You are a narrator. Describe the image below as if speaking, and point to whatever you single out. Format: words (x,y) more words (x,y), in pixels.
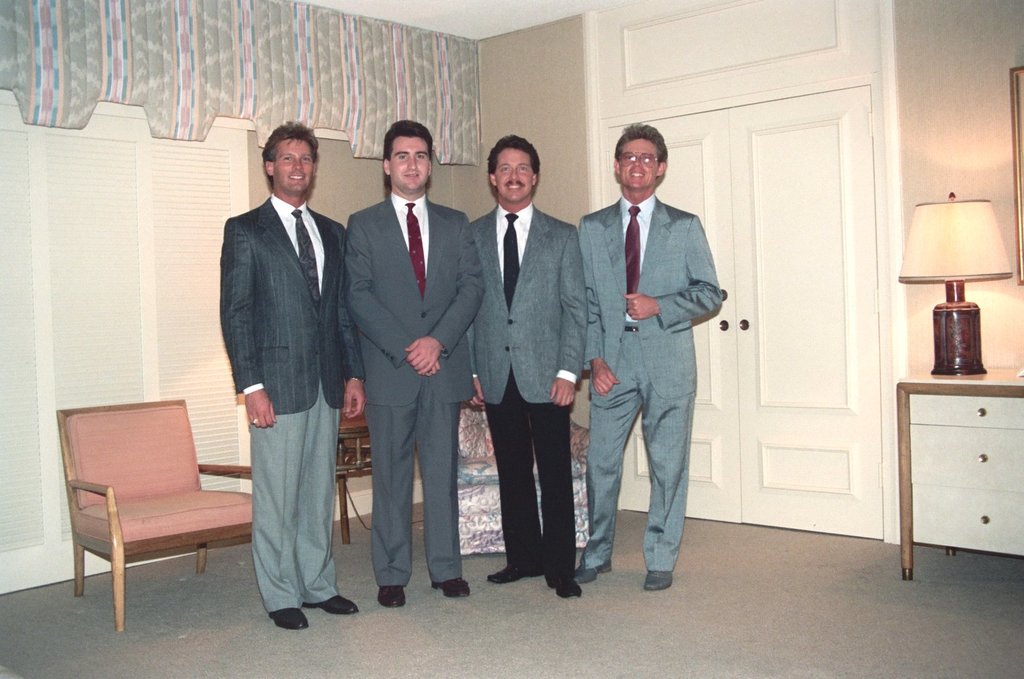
The image is taken in the room (412,513). In the center of the image (396,233) there are four people (443,307) standing. On the right (971,361) there is a table (968,381) and a lamp (961,374) placed on the table (941,424). In the background (166,430) there is a chair (122,509), cupboard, wall (559,87) and a door (794,282).
